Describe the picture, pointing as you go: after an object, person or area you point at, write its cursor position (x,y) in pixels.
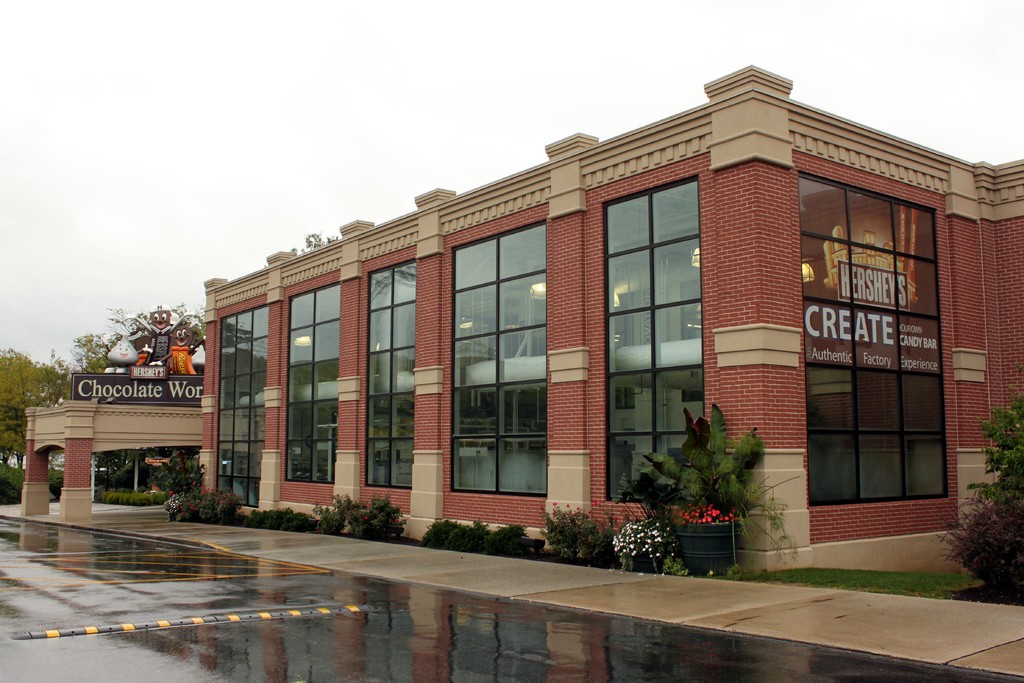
This image is clicked outside. There is building (384,380) in the middle (451,250). There are bushes (298,521) in the middle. There are trees (66,371) on the left side (42,399). There is sky (54,335) at the top (424,111).
